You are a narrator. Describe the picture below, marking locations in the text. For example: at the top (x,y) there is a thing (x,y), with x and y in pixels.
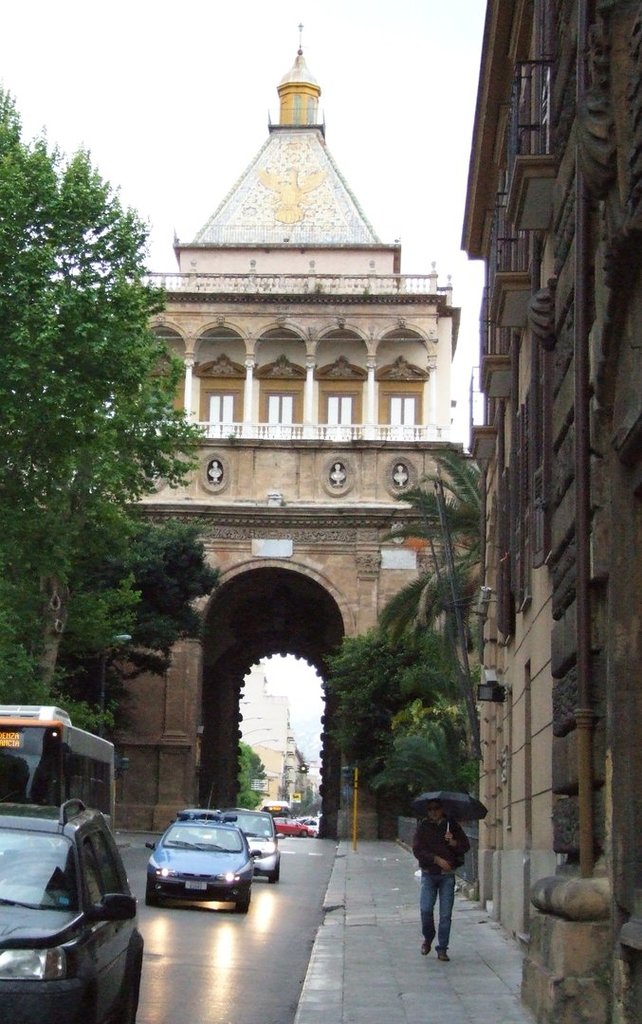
There is a man (427,882) holding an umbrella (459,811) and vehicles (266,816) at the bottom side (53,991), there is the street (302,881), an arch (304,587), vehicles (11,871), buildings (256,720), trees (125,275) and the sky (297,678) in the background (292,270).
